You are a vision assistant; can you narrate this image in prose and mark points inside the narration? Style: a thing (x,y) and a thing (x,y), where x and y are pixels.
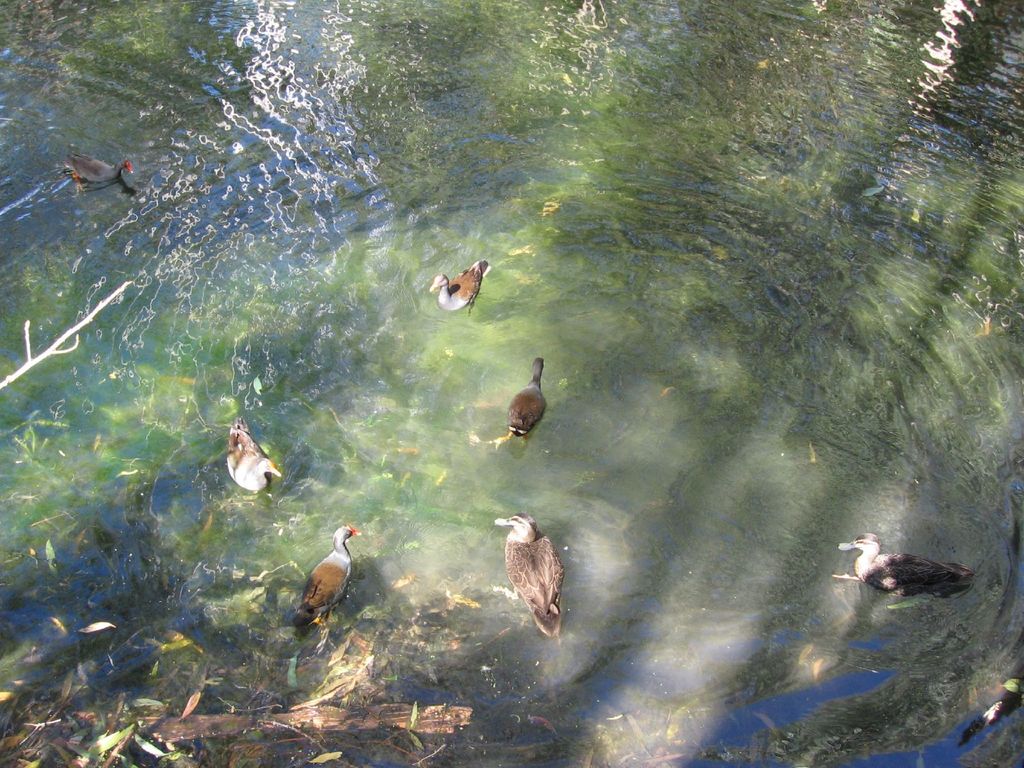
In this picture we can see birds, water (317,277) and leaves (121,744).
